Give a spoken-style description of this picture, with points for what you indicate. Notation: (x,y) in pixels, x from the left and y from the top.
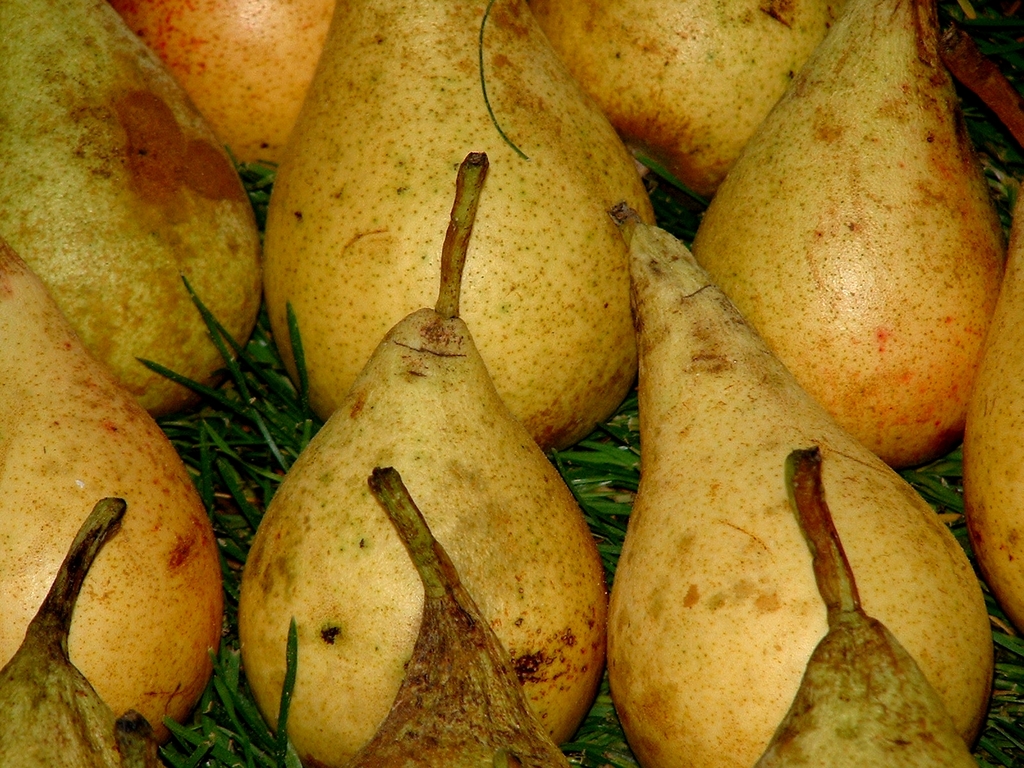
In this picture we can see there are a bunch of pears (92,437) on the grass path (271,467).
